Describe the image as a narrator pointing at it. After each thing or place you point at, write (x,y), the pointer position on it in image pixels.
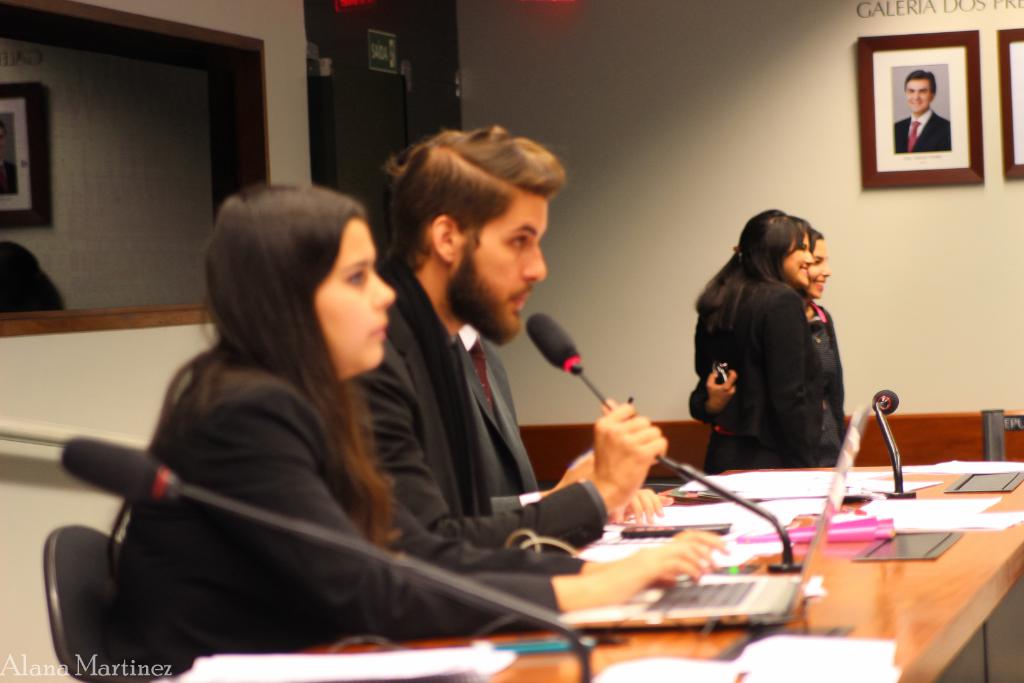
In this picture we can see a person (535,235) holding a mic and sitting on a chair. There is a woman (376,572) sitting on a chair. We can see a laptop (679,604), papers (676,664), pink object (861,526), mics (589,668) and other objects (971,480) on the table (953,496). We can see two people (740,357) standing and smiling. There are frames (921,185) on the wall (797,193). We can see a door (423,106) and a mirror (91,169) in the background (77,75).
